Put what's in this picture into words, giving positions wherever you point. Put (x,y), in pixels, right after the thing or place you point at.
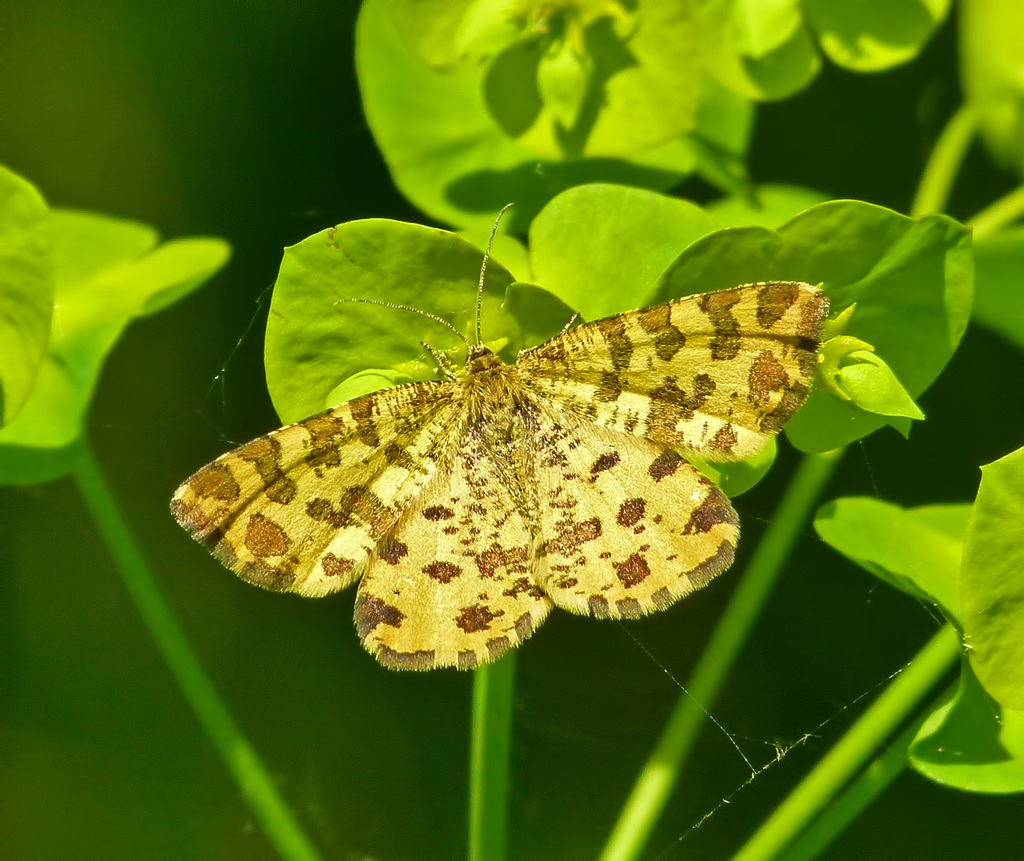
In this image, we can see a butterfly (617,462) on the leaf (439,345). Here we can see few leaves (689,271), stems (895,695) and webs (859,696). Background (705,789) there is a blur view.
